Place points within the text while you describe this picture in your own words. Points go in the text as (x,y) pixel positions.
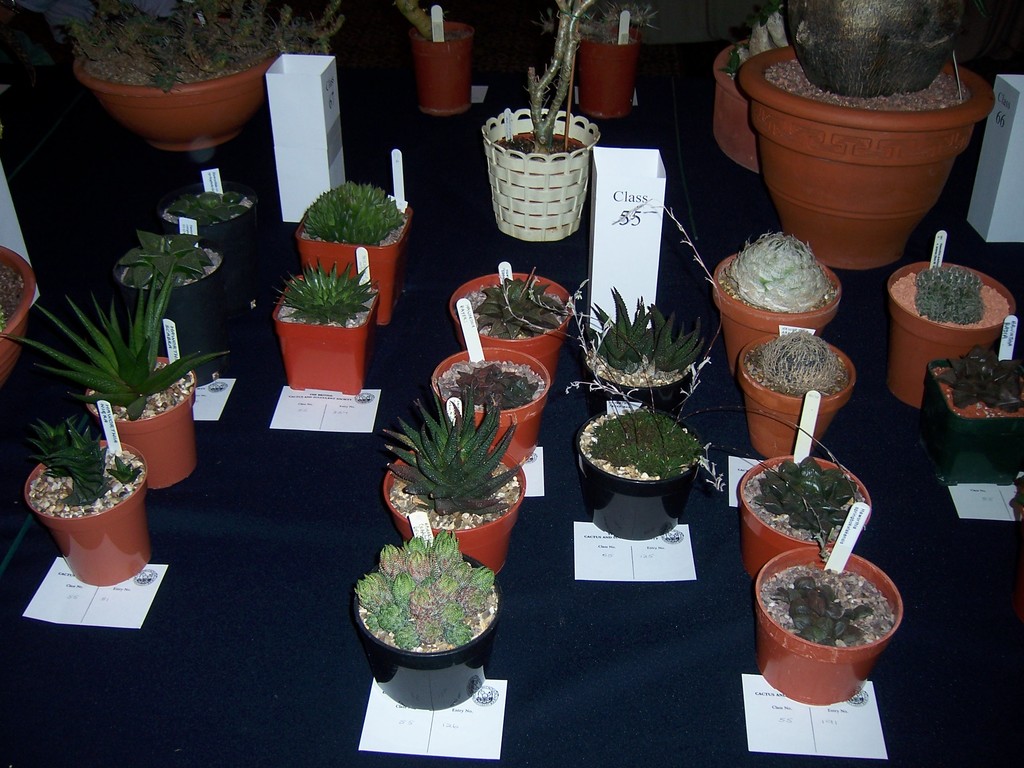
In the foreground of this image (417,242), there are many potted plants (872,90) are on a black colored table (258,609).
